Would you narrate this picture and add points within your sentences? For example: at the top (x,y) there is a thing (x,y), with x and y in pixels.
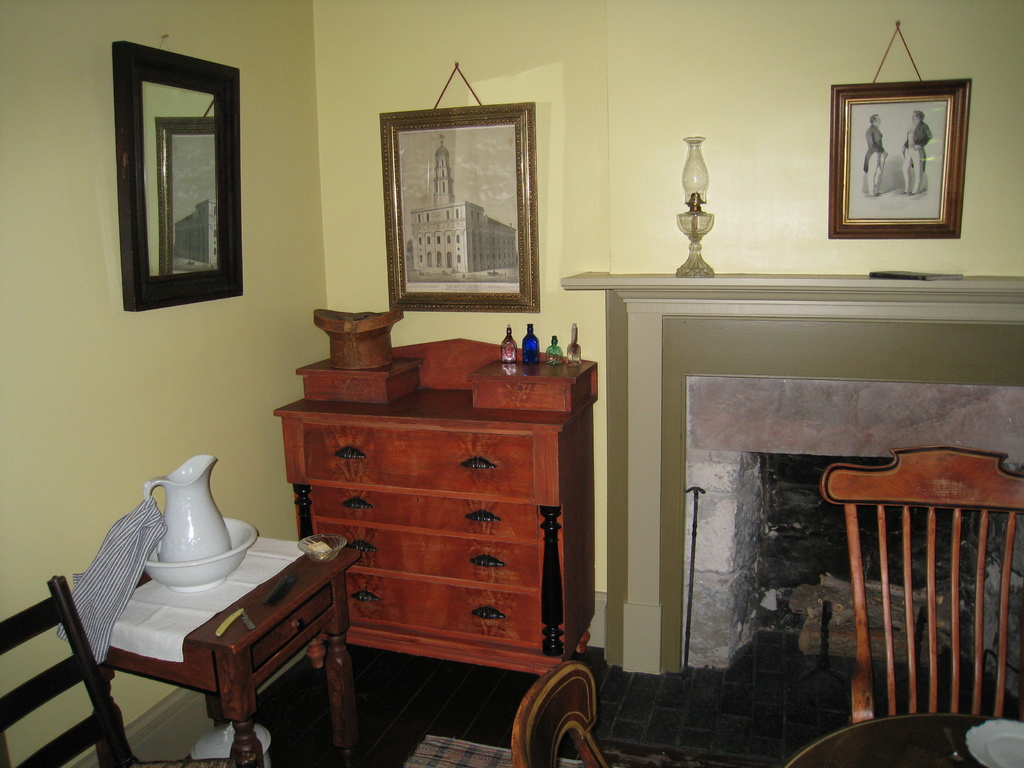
The picture is taken in a house (394,559). In the foreground of the picture (99,606) there are tables (239,639), chairs (63,682), plate (996,736), cup (178,564), jar (176,519) and clothes (160,602). In the center (397,494) the picture there are bottles (513,359), closet (537,492), fireplace (607,520) and other objects (357,322). At the top (397,155) there are framed (438,164), mirror (155,157) and lamp (687,217). The wall (246,207) is painted in yellow color.
